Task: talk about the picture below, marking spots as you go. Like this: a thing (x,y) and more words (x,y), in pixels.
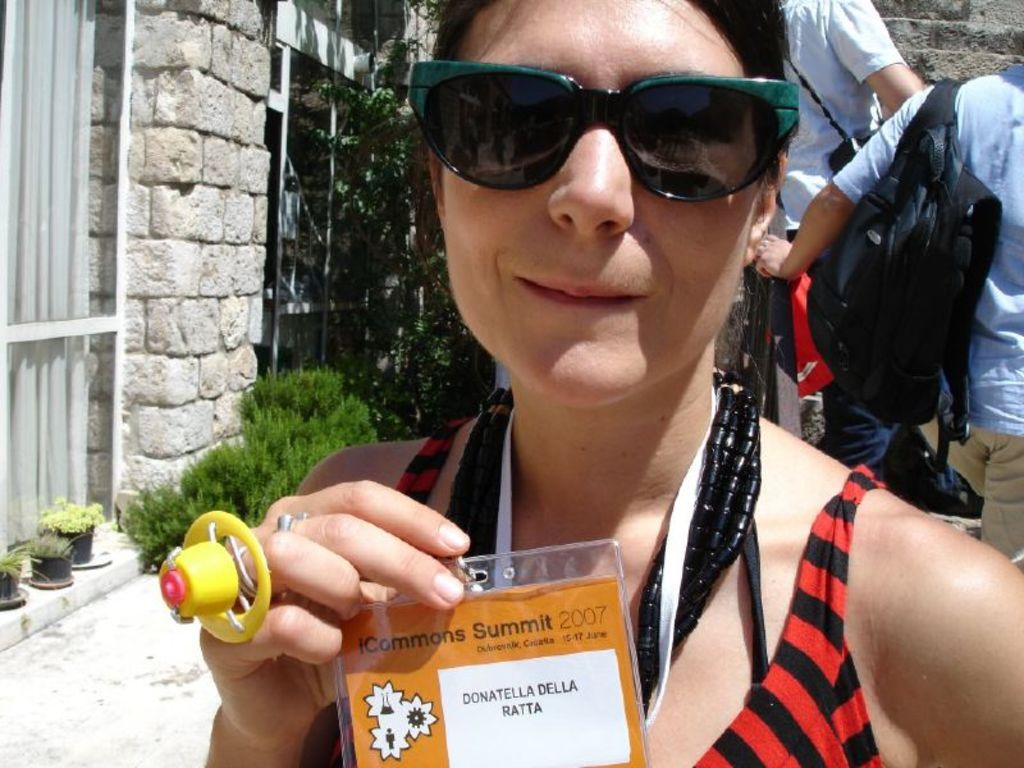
There is a lady (512,323) in the center of the image (614,401) holding a card (531,705), she is wearing sunglasses (445,102), there are windows (325,273), greenery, people (881,166) and a wall (955,42) in the background area (955,54).
